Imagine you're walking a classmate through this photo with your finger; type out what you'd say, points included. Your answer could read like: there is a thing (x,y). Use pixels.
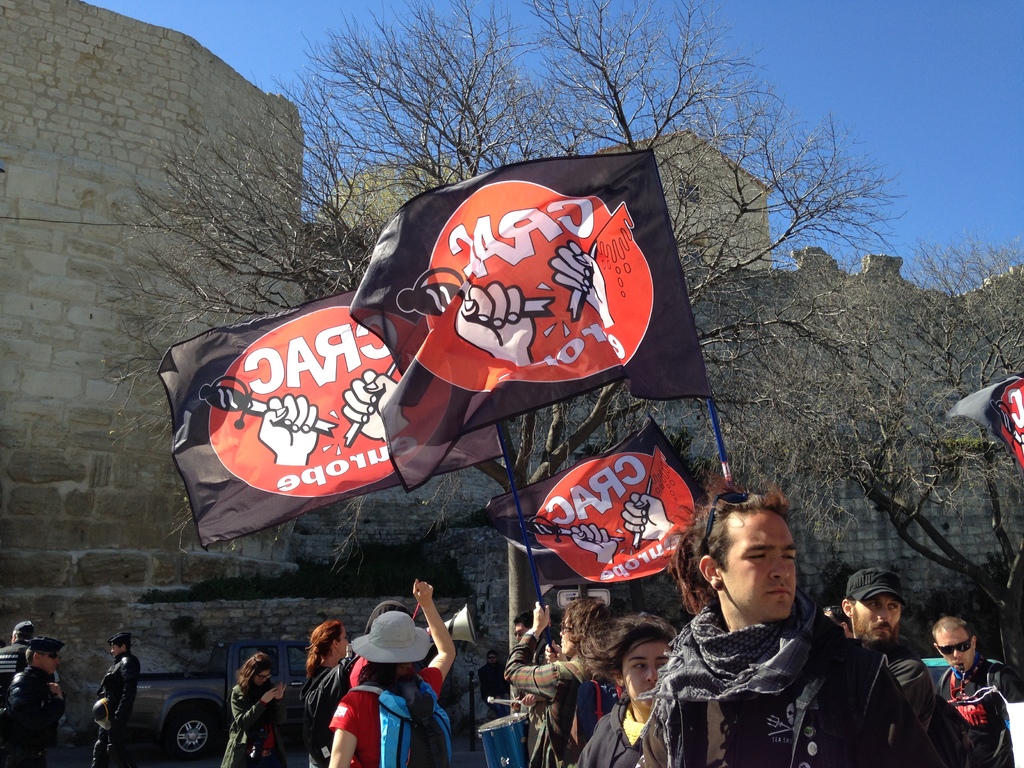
In this image there is a vehicle (223,715) near the wall (143,580). Bottom of the image (120,650) there are few people (22,667). Few people (567,647) are holding the flags (640,356). A person (388,647) is holding a sound speaker (458,617). Background (190,528) there is a wall (8,515). Before it there are trees (607,64). Top of the image (842,72) there is sky (898,81). A person (534,699) is playing a musical instrument (507,721).
